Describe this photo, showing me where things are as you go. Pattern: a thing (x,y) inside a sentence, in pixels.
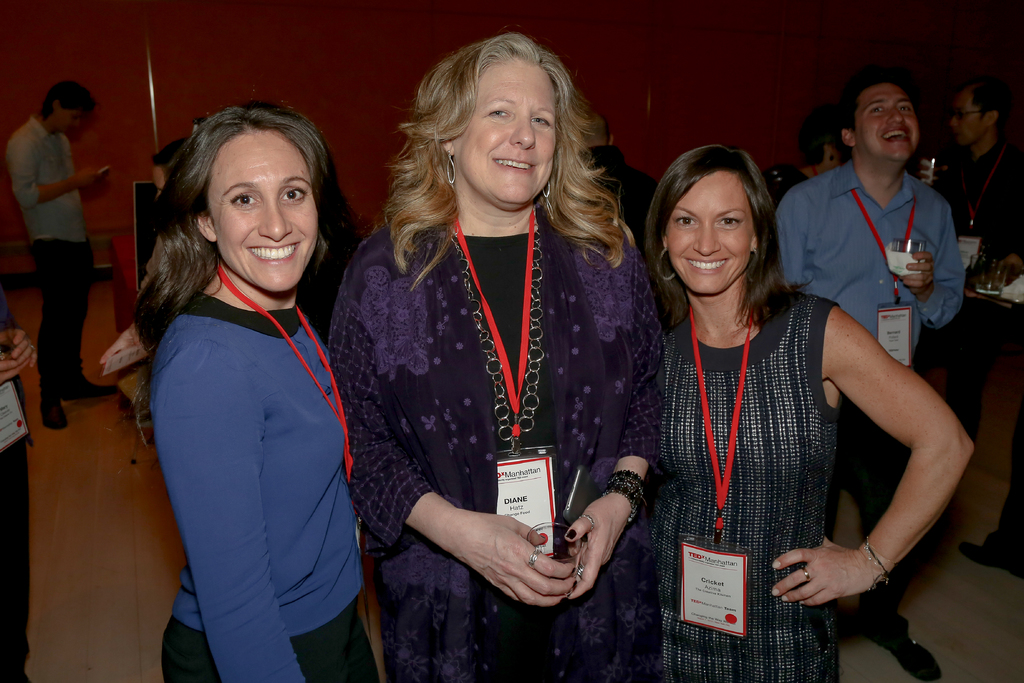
In this image we can see there are people (681,333) standing on the floor (105,312) and there are few people (891,293) holding glasses (907,252). And at the back (246,90) there is a wall (921,65) and there is a black color object (148,249).
